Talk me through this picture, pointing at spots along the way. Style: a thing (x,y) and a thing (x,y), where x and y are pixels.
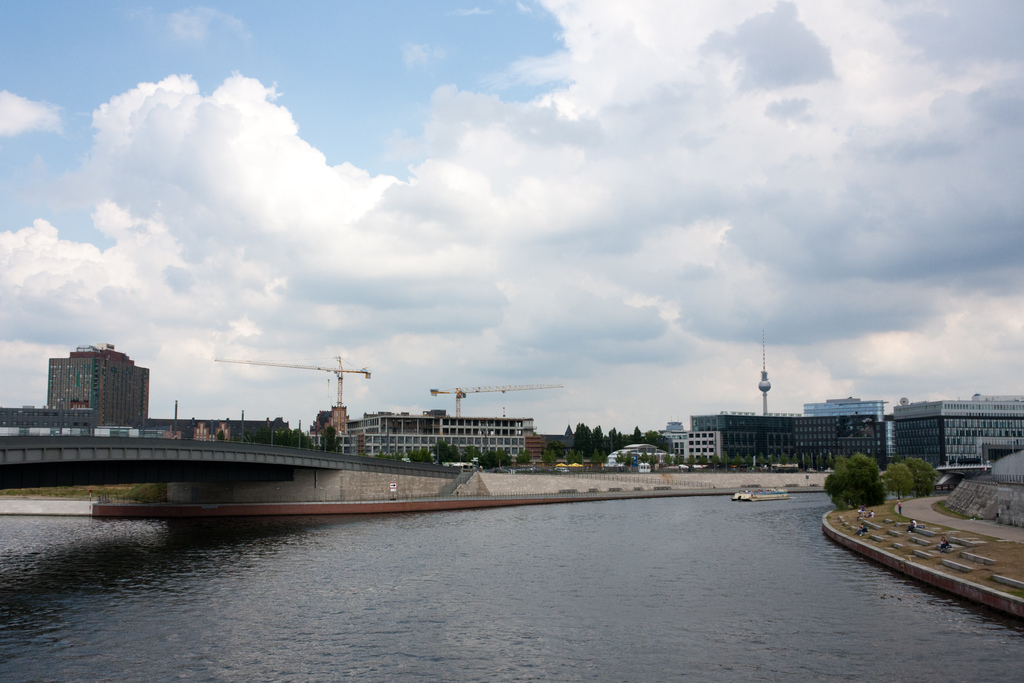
In the foreground of the picture (827,574) there are canal (381,604), bridge (15,482), grass (932,550), stone (989,508) and trees (869,490). In the center of the picture (444,422) there are buildings (316,419), cranes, trees (614,445). Sky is cloudy.
